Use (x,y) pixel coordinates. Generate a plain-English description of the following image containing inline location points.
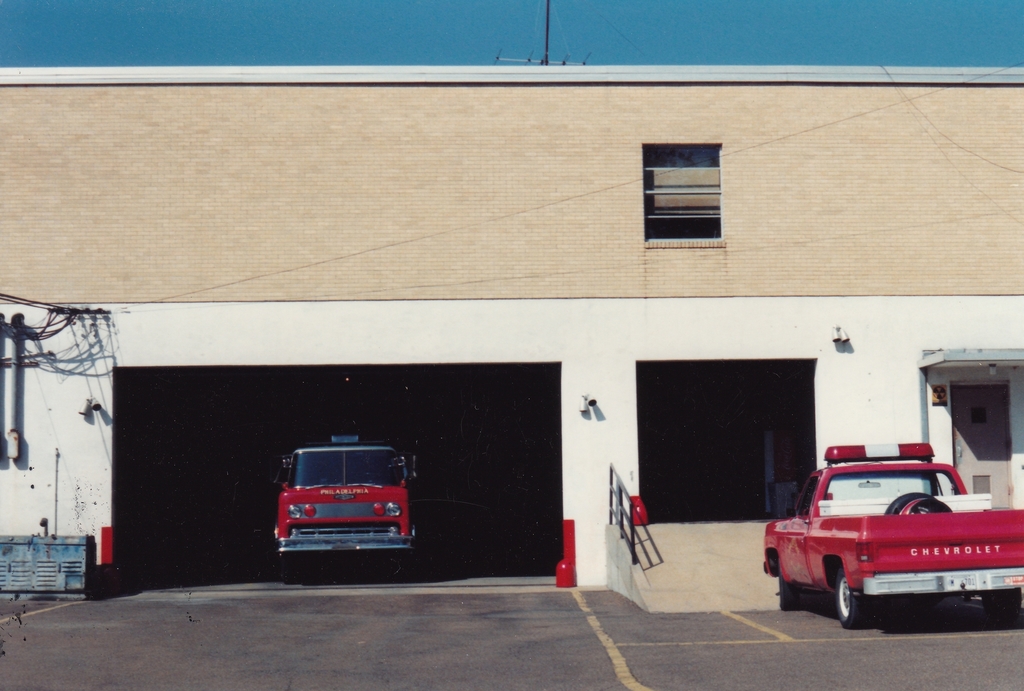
In the center of the image (392,382) there is a building (776,273). At the bottom (834,557) we can see vehicles (794,561) on the road (455,615). At the top (499,41) there is sky (415,41).
